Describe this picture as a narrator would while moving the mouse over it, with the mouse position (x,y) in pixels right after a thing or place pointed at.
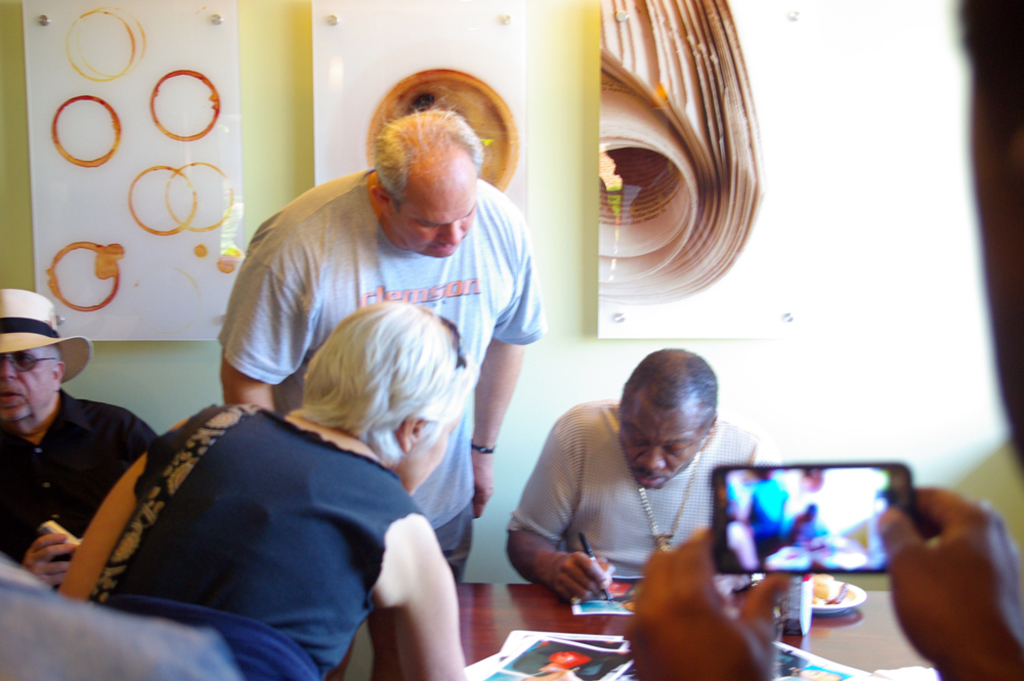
We can see boards (117,94) over a wall (596,111). Here we can see persons (379,461) standing and sitting in front of a table (530,599). This man (624,554) is holding a pen (590,552) in his hand (597,589) and writing. We can see a mobile screen (880,481) in person's hand (916,555).
